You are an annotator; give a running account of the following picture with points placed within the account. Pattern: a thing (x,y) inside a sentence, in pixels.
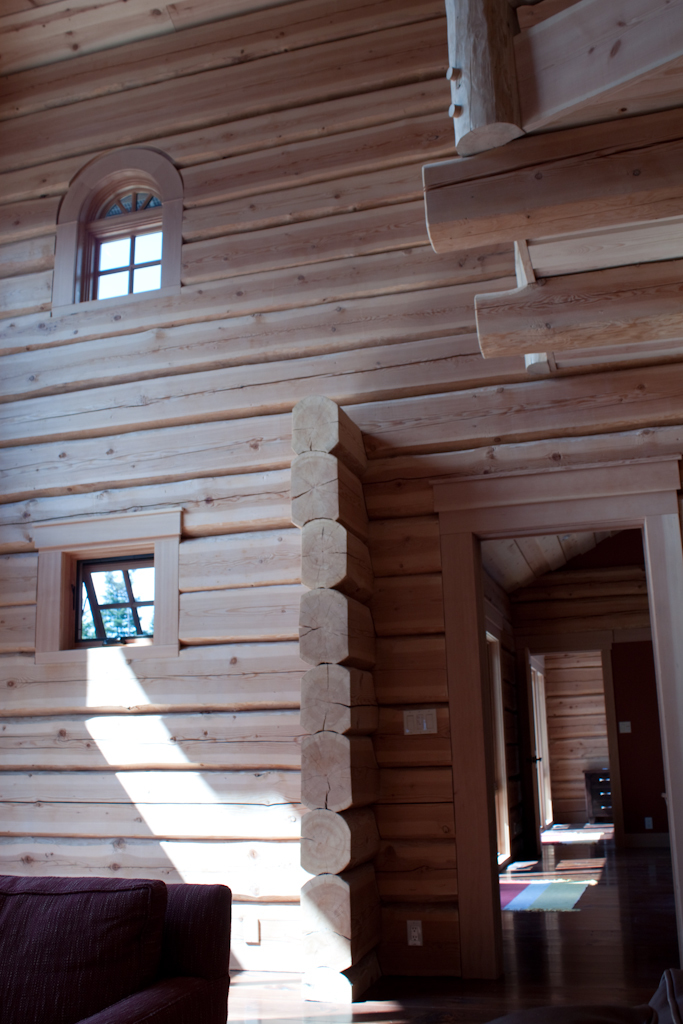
In this image, we can see a wooden walls (218,742), glass windows (115,636) and doors (483,780). At the bottom (84,979), there is a couch (118,990), floor (587,954) and floor mat (559,909). Here we can see few objects (597,792).
